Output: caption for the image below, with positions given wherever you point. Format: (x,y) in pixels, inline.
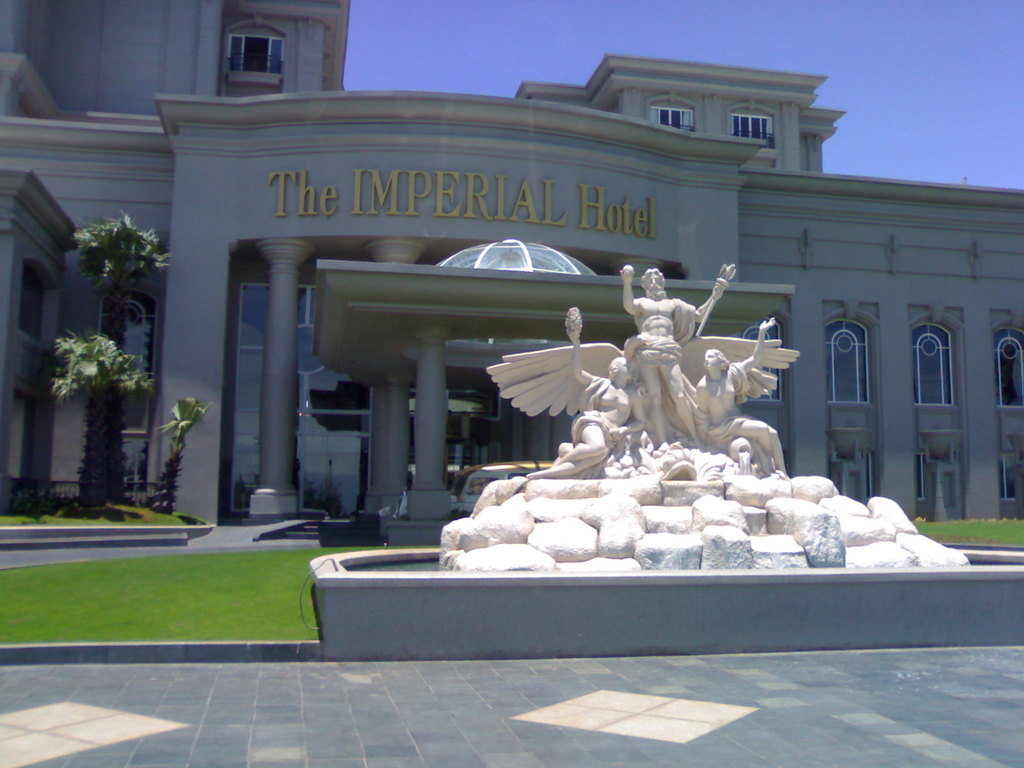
In the center of the image (635,298) we can see the sky (991,172), one building (333,513), windows (353,480), pillars (416,493), trees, grass (172,516), one vehicle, statues (687,449) and a few other objects (677,490). And we can see some text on the wall (705,217).
